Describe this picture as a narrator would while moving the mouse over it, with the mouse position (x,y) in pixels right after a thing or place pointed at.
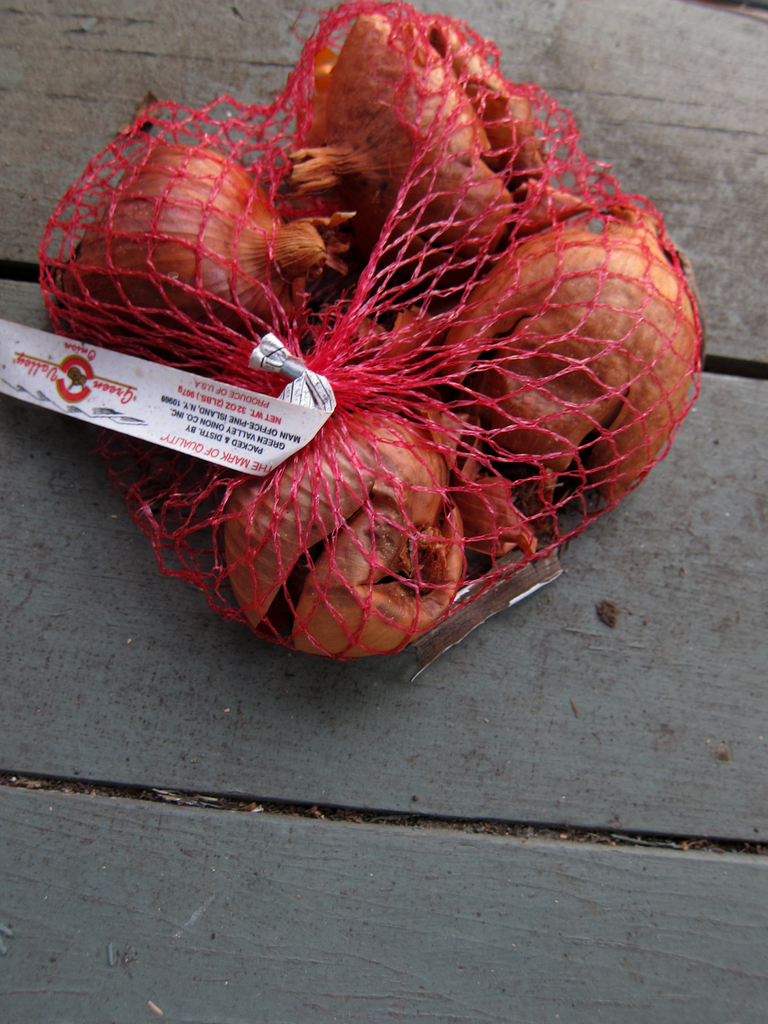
In this image we can see some onions (404,160) which are packed in net (415,298) which is of red color and there is a sticker (293,385) attached to it which is on wooden surface (260,67).
